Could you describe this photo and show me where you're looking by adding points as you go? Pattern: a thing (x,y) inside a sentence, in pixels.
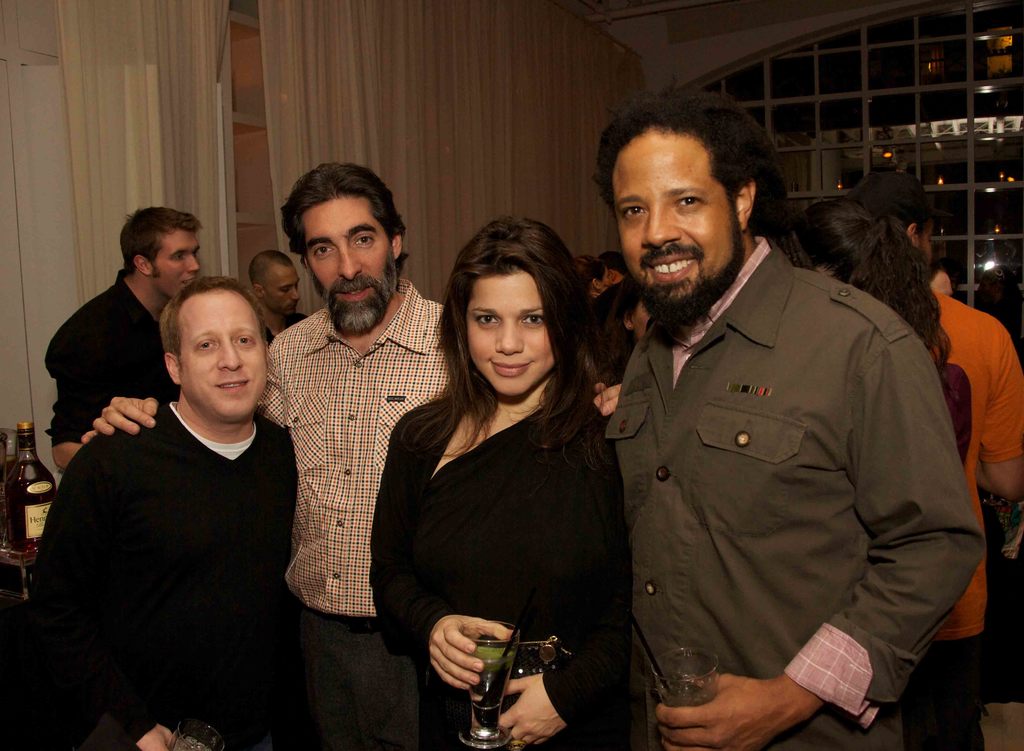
In the image we can see there are people (560,354) standing and there are few people (561,720) holding juice glass (472,705) in their hand (516,736). Behind there is wine bottle (40,503) kept on the table (8,560) and there are curtains (273,151) on the window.
